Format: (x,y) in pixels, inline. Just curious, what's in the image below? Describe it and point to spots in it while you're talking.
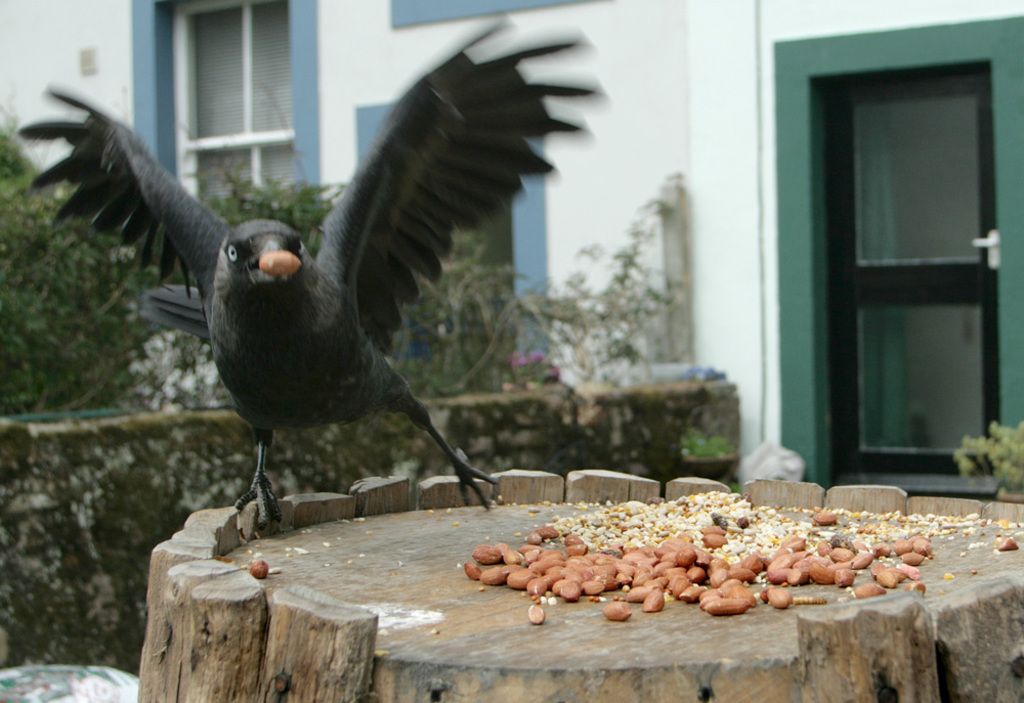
Here I can see some peanuts (641,564) and seeds (665,513) on the trunk (316,654) and also there is a black bird (320,307) which is holding a peanut (273,265) in its mouth (251,262). In the background (83,304) there are some plants (100,346) and a wall (114,513). In the background (639,64) there is a building (732,128). On the right side (914,302), I can see the door (933,192) and on the top (224,68) there is a window (224,62).
